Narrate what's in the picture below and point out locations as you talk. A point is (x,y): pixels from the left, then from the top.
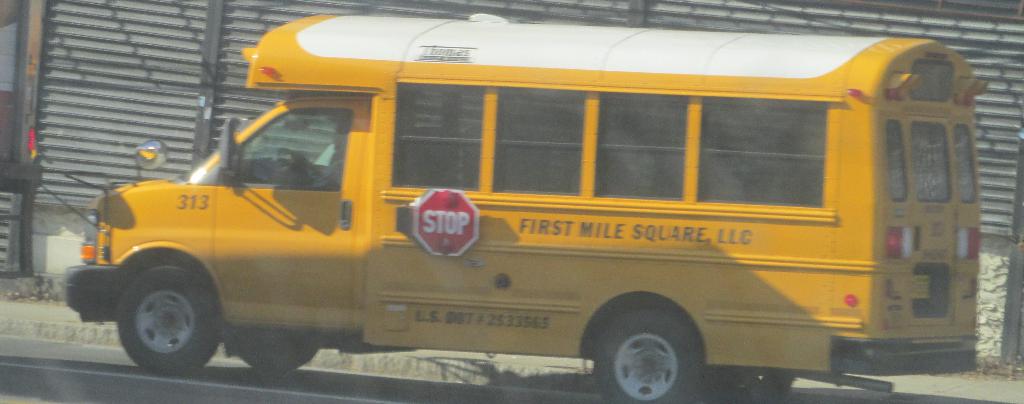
In this image I can see there is a road (291,386). On the road (50,388) there is a van (616,171) and a stop board (461,227) attached to the van (734,85). And there is a sidewalk (984,383). Beside the sidewalk (31,321) there are shutters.
